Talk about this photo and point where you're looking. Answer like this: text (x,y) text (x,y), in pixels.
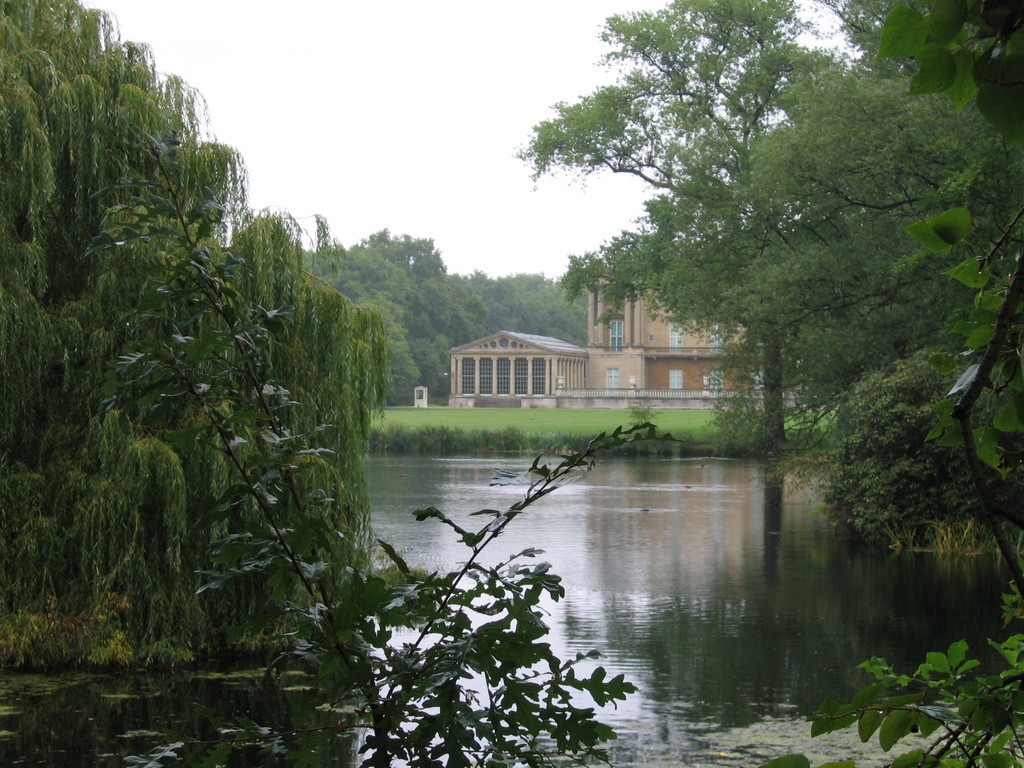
This picture shows water (635,466) and few trees (741,298) and a building (553,344) and we see grass (402,420) on the ground (501,413) and a cloudy sky (578,67).
